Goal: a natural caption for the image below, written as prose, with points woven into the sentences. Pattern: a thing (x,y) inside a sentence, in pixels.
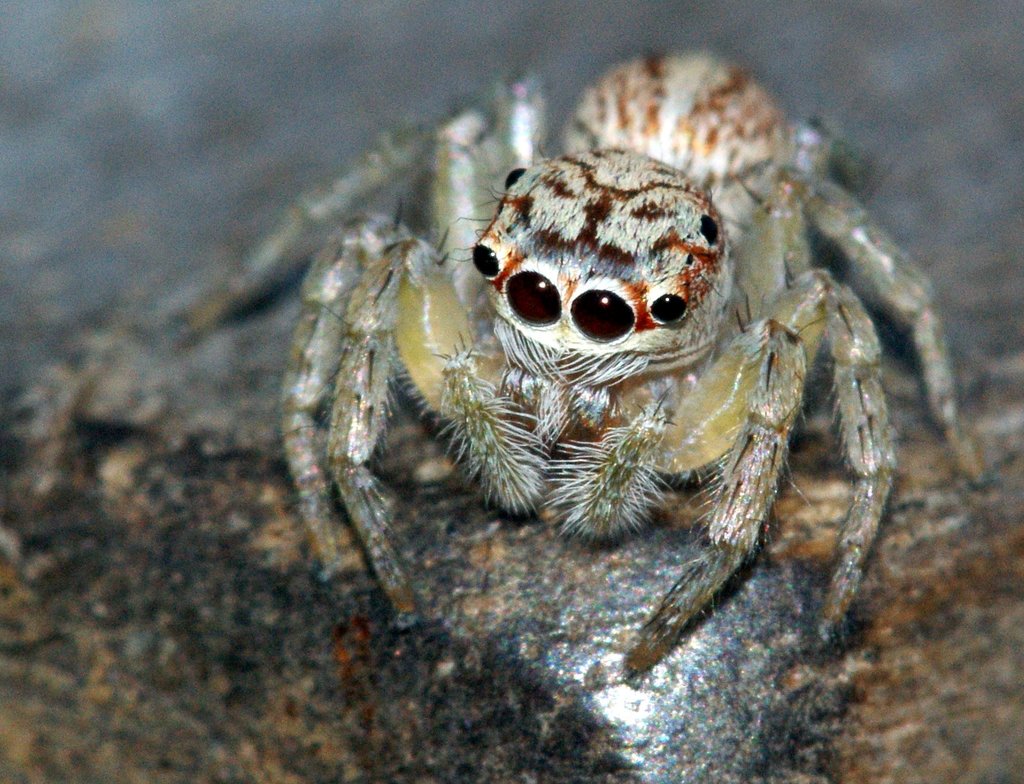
In this picture we can see a spider (739,380) in the front (732,339), there is a blurry background (305,85).
